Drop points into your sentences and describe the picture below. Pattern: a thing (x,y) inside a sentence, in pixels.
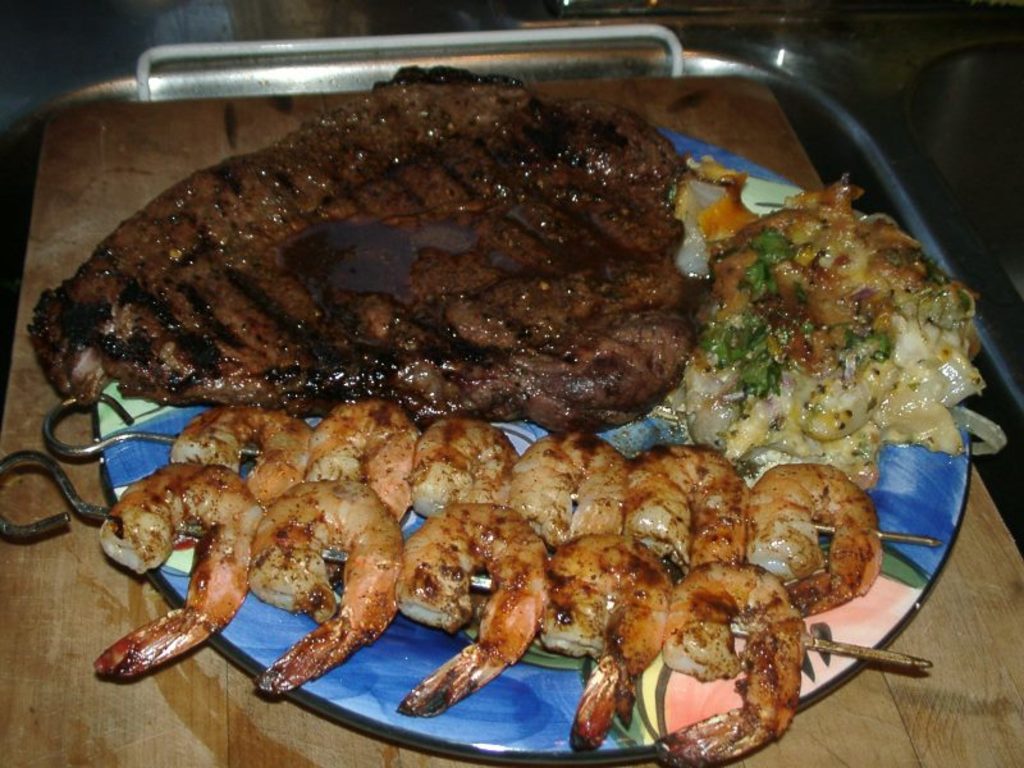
In this image I can see skewers (908,658) and food items (563,387) in a plate (820,673) which is placed on a wooden surface (924,707).
